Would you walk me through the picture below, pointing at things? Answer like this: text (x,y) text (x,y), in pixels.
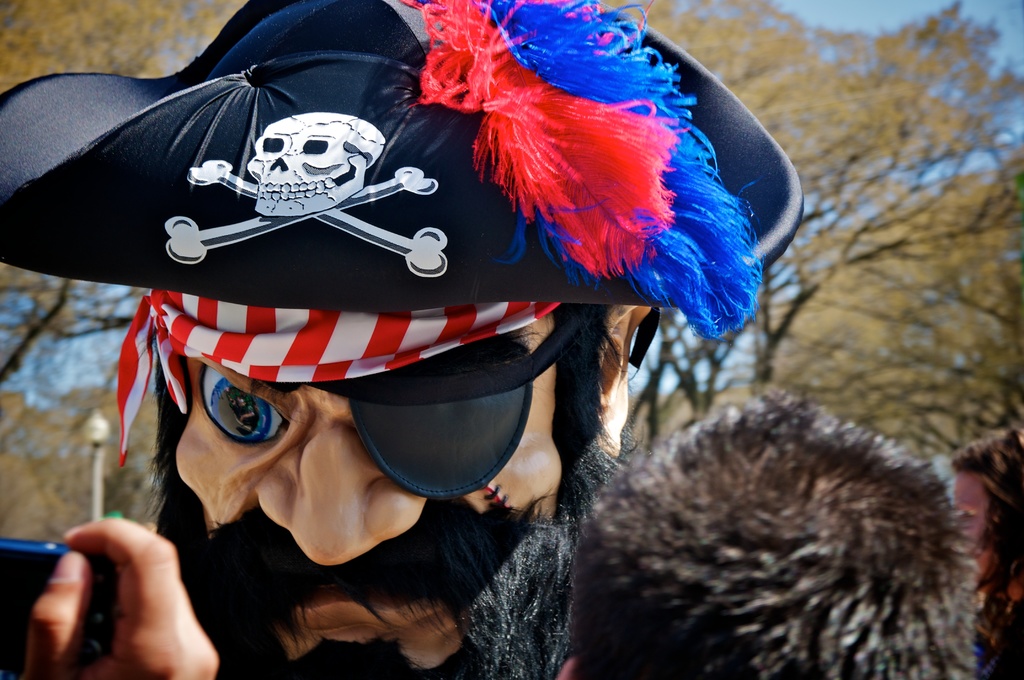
In this picture I can see there is a pirate costume (493,450) and there are a few people (722,566) standing around him and clicking the images. There are few trees (691,393) and a pole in the backdrop (836,311) and the sky (882,10) is clear.
